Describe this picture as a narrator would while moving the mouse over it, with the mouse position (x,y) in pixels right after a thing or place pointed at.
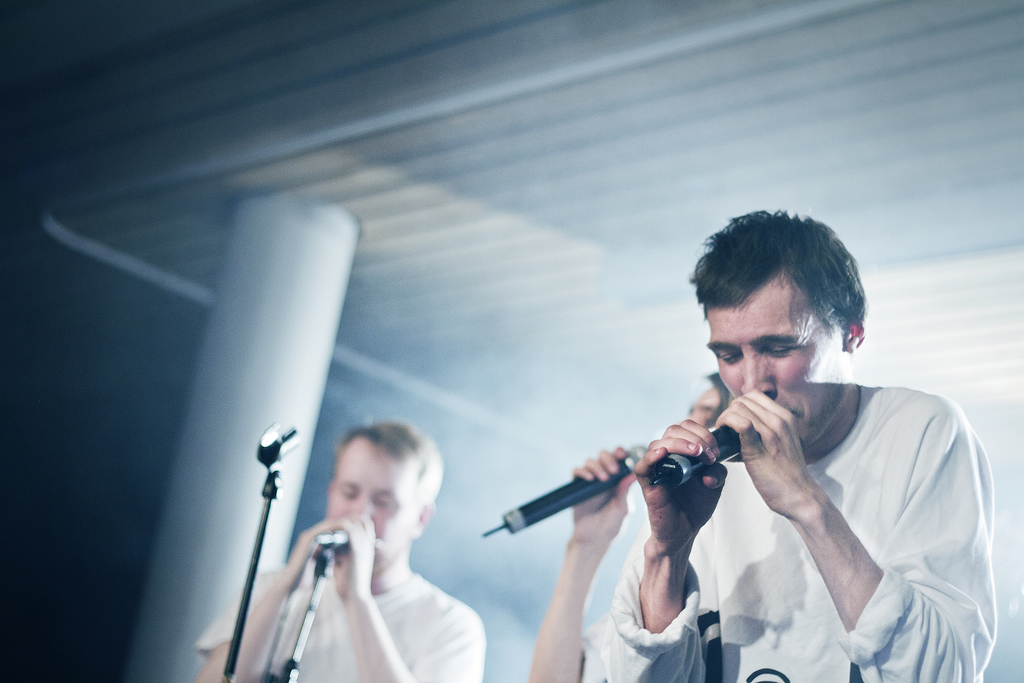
In this image there are people (700,449) holding microphones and there are singing. At the back (162,676) there is a pillar (192,408).
